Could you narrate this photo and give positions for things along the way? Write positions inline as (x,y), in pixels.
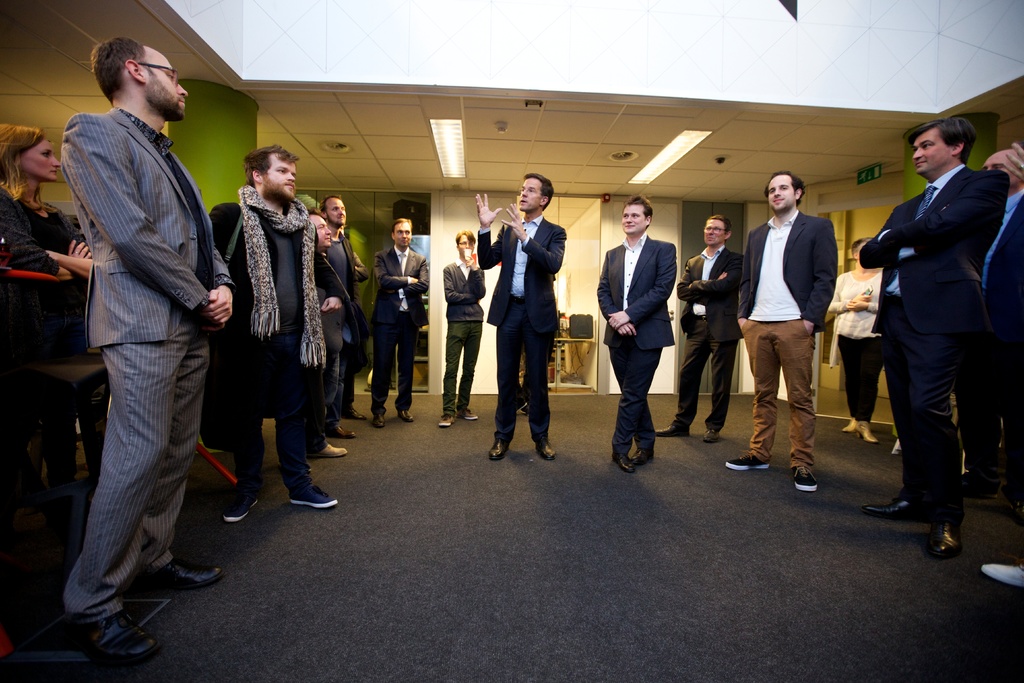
In this picture I can see group of people (494,253) standing, there are lights (637,173), pillars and in the background (470,198) there is a wall (469,219).
